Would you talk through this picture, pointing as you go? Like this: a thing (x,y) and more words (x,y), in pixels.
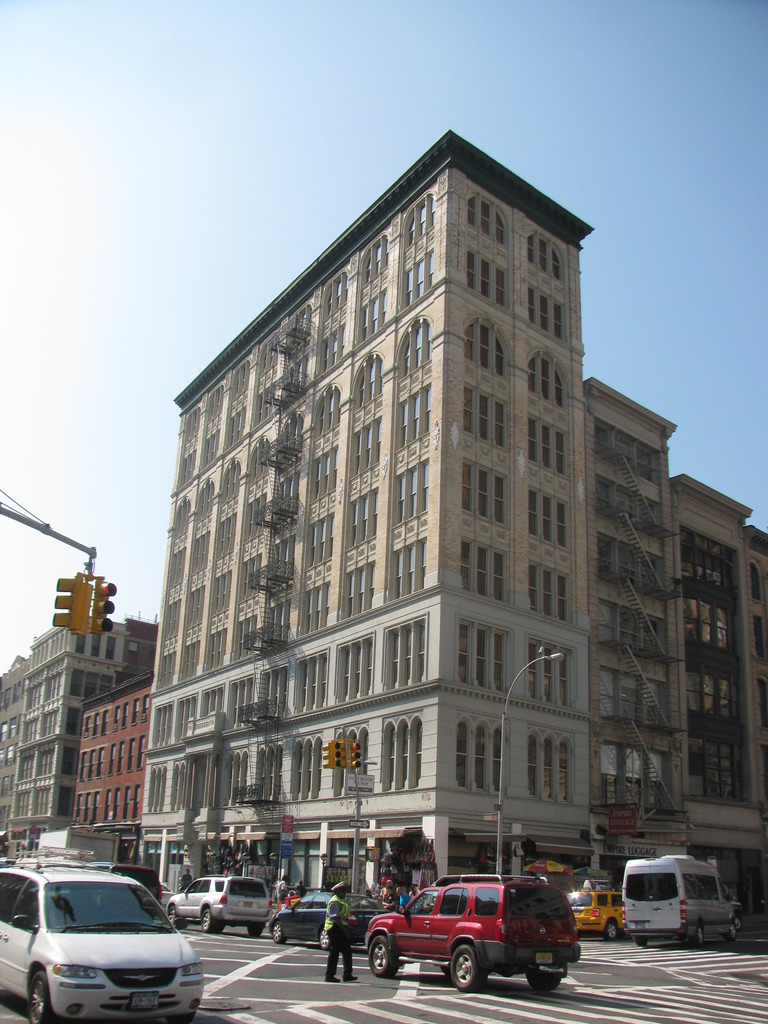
As we can see in the image there are buildings (255,677), traffic signals (348,739), few people (336,929) here and there and on road (731,966) there are vehicles (514,922). On the top (236,230) there is sky (214,258).
